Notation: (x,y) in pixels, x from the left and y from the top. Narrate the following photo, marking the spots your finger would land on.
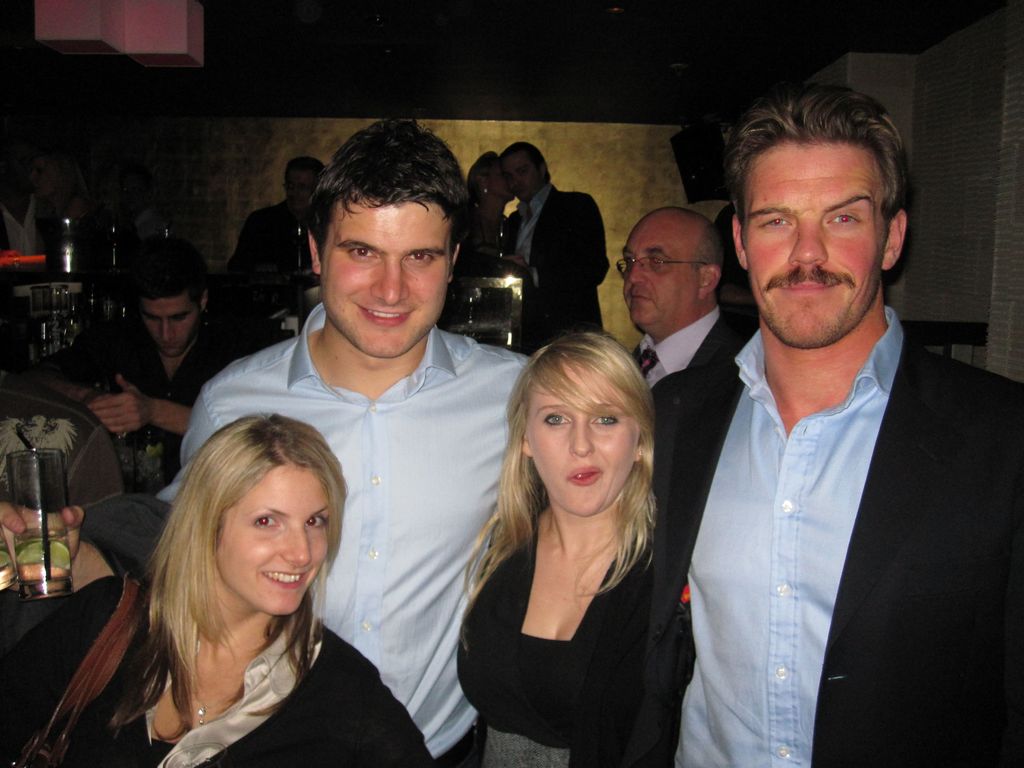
In this image there are people (159,649) sitting on chairs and few are standing.
